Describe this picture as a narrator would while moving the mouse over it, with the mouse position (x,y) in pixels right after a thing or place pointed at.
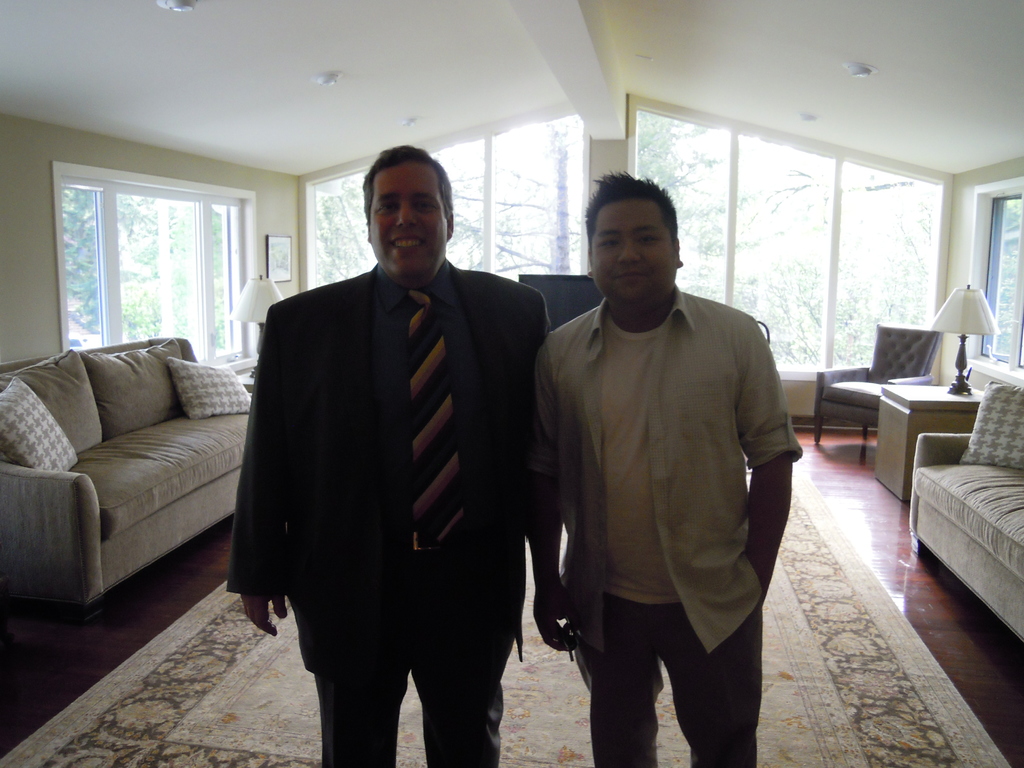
The image is inside the room (692,282). In the image there are two men (608,354), on left side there is a man (413,300) standing and wearing a black color suit (492,306) and he is also having a smile (415,242) on his face (408,254). On right side (941,418) we can see a couch (1008,526), table (945,398), lamp (966,333), windows (782,250) which are closed. On left side (162,241) we can see a window (169,253) which are closed and a couch (154,393) with pillows (43,434), lamp (256,296), photo frames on wall (282,223) and the wall (26,165) is in cream color. On top (179,90) there is a roof (406,45) with few lights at bottom (867,635) there is mat (867,647).
